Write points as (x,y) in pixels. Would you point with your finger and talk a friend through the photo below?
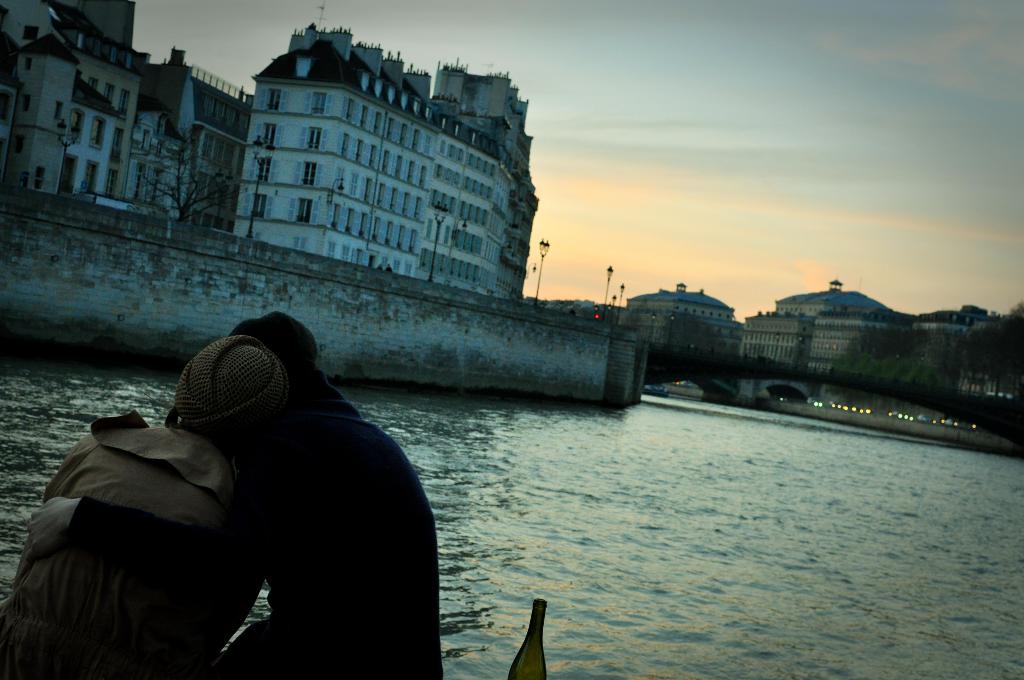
In this image I can see two people (339,576) sitting to the side of the water (540,580). I can also see the bottle (524,653) to the side of these people (210,613). In the background (411,378) there is a wall (334,354) and I can also see the light poles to the side. There are many buildings (495,282) and trees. I can also see the sky (697,174) in the back (702,195).
